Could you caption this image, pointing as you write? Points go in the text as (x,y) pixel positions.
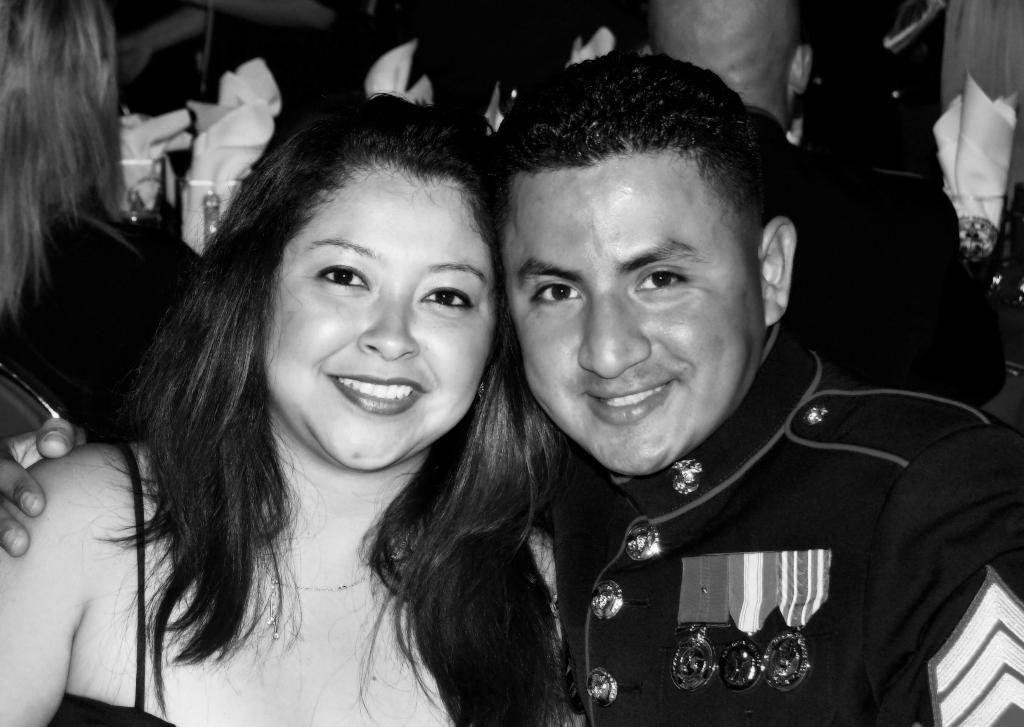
This is a black and white image where there is a man (680,350) and a woman (551,504) posing to a camera and having smile (606,400) on their faces (621,400). In the background (200,128), there are persons (956,86), glasses (182,212), napkins (192,147) and tables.
